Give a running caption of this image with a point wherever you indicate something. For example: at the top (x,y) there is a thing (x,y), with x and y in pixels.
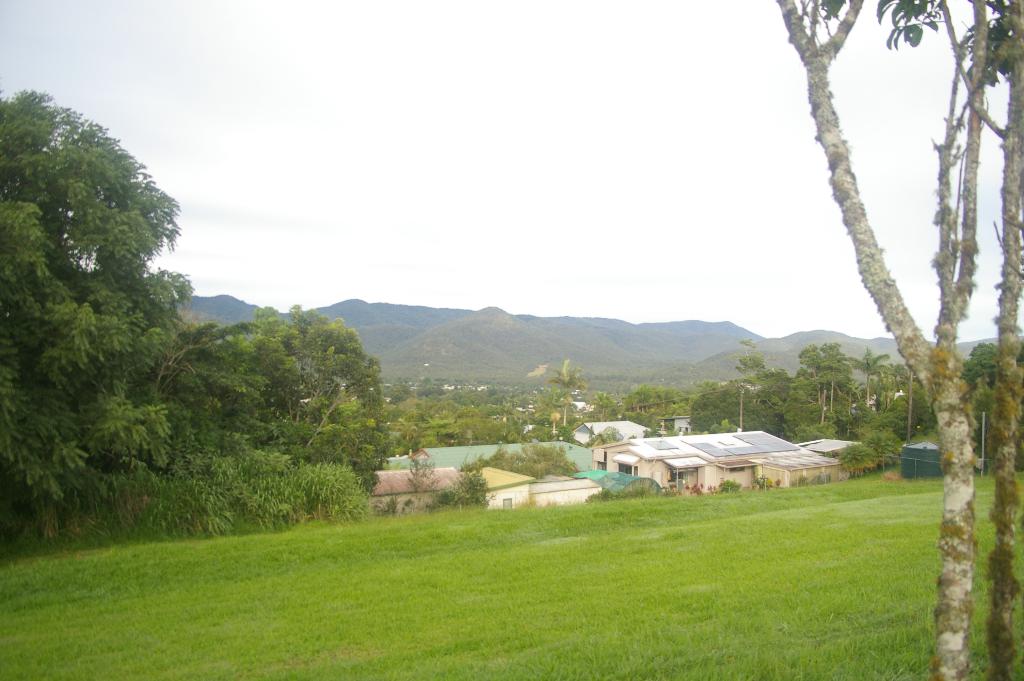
In this image in the center (415,446) there are some houses (654,464) and trees (808,371) and poles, at the bottom (821,560) there is grass (823,578). And on the right side of the image (952,304) there are trees (951,284), in the background (589,338) there are some mountains (520,332). And at the top (482,153) there is sky (441,179).
